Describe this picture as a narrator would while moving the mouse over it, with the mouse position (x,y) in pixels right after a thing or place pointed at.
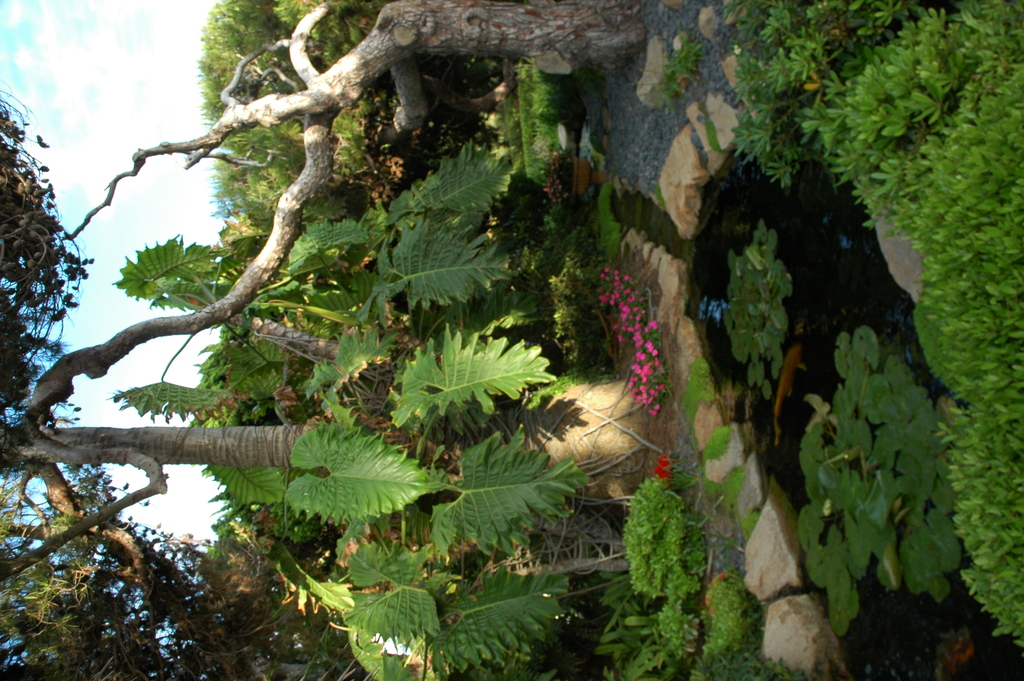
This is a tilted picture. We can see the sky (150,117), trees (598,17), water pond (854,274), leaves (839,446), plants (822,563) and the flowers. In this picture we can see the branches (221,312).
